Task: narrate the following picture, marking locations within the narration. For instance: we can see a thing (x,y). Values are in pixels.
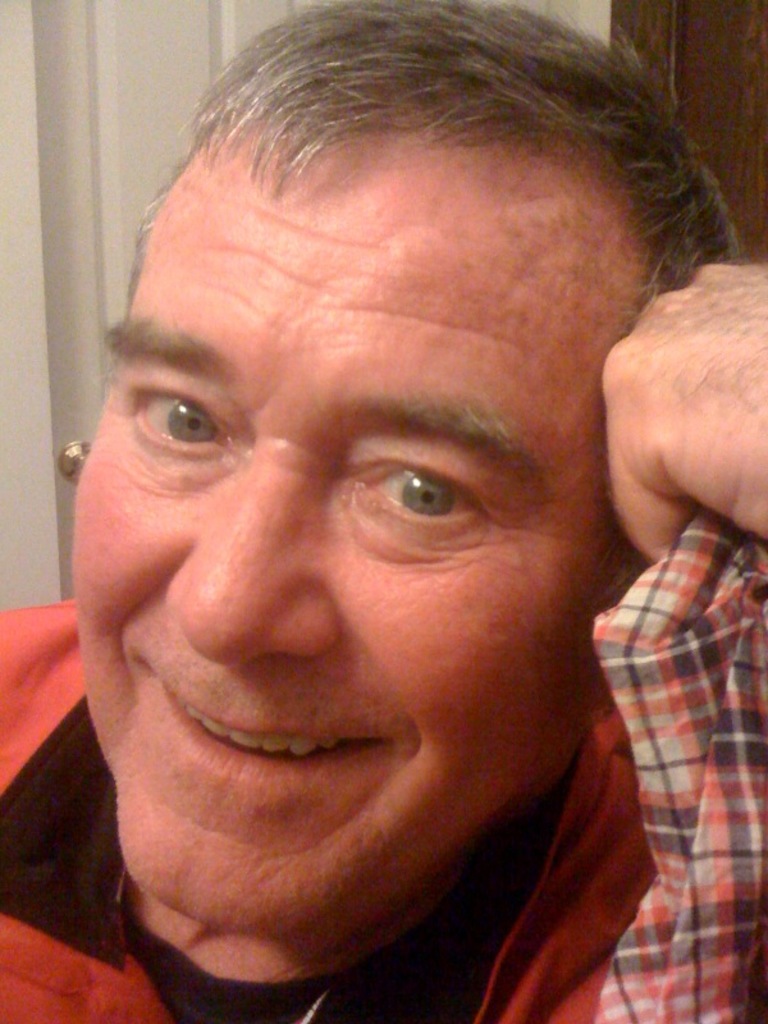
A person (380,796) is present and there is a white door (127,232) behind him.
